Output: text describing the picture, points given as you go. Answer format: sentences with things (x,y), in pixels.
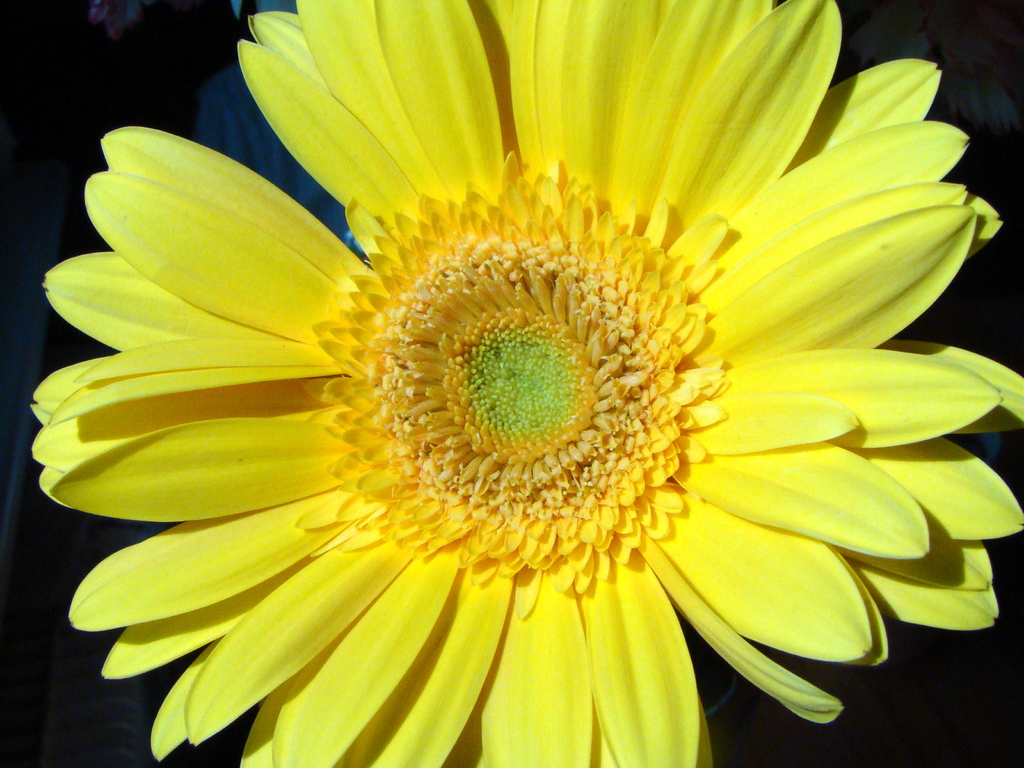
In this image we can see a flower (329,571).
